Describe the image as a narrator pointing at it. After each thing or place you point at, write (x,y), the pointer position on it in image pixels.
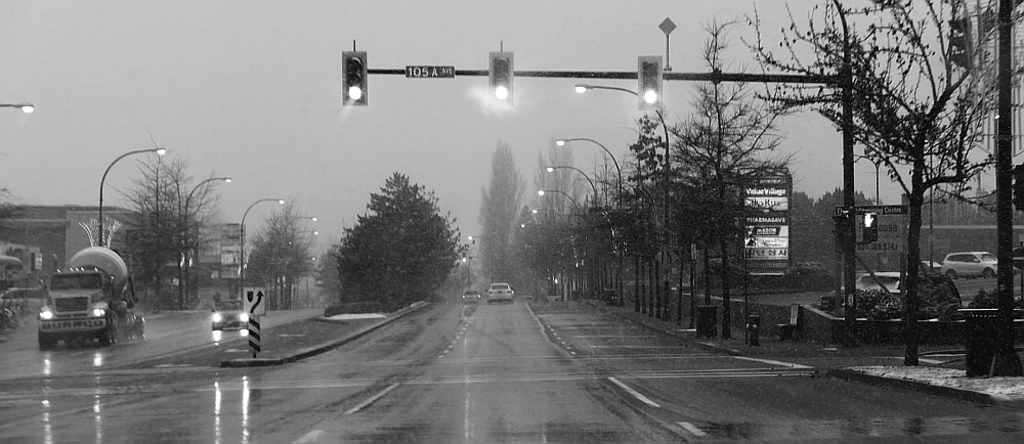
This is the road (391,376), it is raining, in the middle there are traffic signals (647,80). On either side of this there are trees (548,224). At the top (223,67) it is the sky (174,75).
